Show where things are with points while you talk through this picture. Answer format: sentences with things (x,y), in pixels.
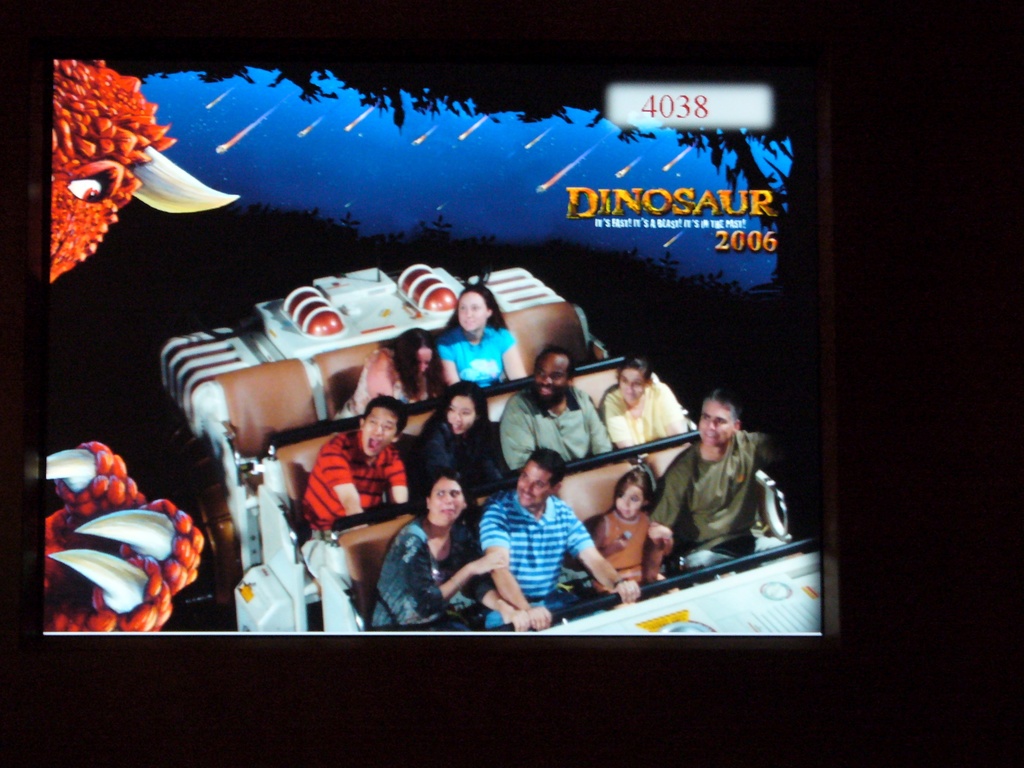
In this picture, we see many people (392,485) sitting on a ride (602,613). In front of them, we see a panel (718,613) which is white in color. Above that, we see an animal (63,211) which is in orange and red color and it is written as "Dinosaur 2006". This picture is an edited image.
